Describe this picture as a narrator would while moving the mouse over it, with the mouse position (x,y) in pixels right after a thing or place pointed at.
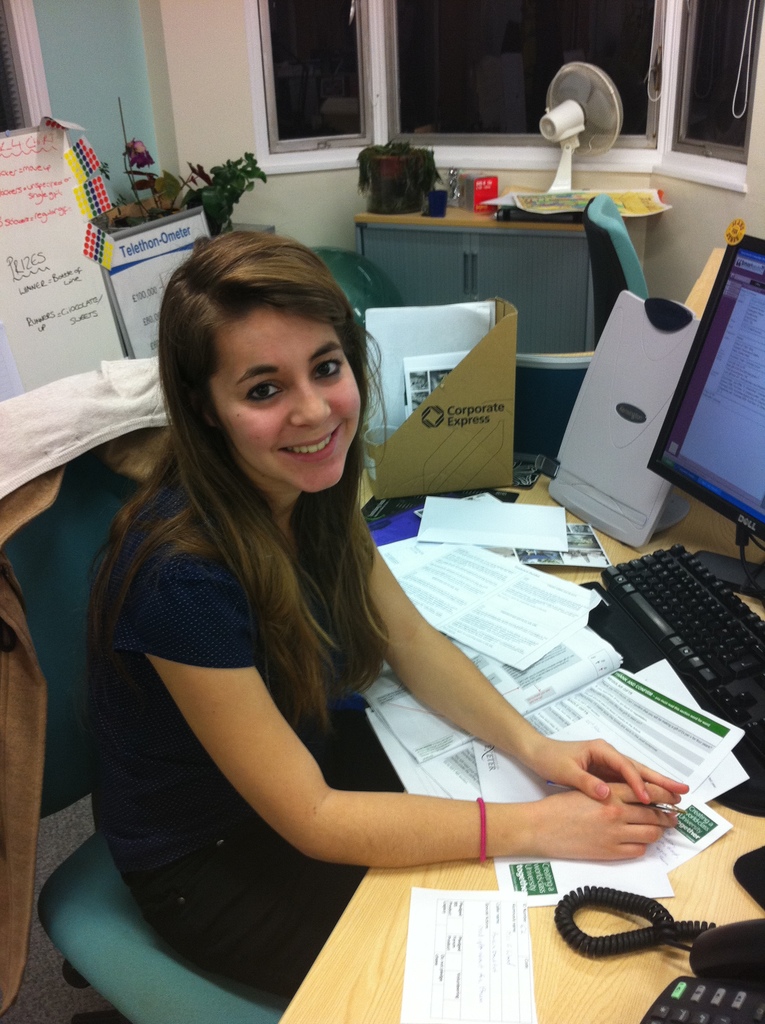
The image is inside the room (24,972). In the image there is a woman (295,652) sitting on chair (128,990) and she is also having smile (308,459) on her face (321,489) in front of a table (568,964), on table (585,962) we can see landline mobile (708,961), paper (558,705), keyboard (694,600), monitor (694,379), document holder (642,378). In background (321,8) there is a table (551,264), fan (571,125), windows (381,66) which are closed and a hoardings (57,281).
